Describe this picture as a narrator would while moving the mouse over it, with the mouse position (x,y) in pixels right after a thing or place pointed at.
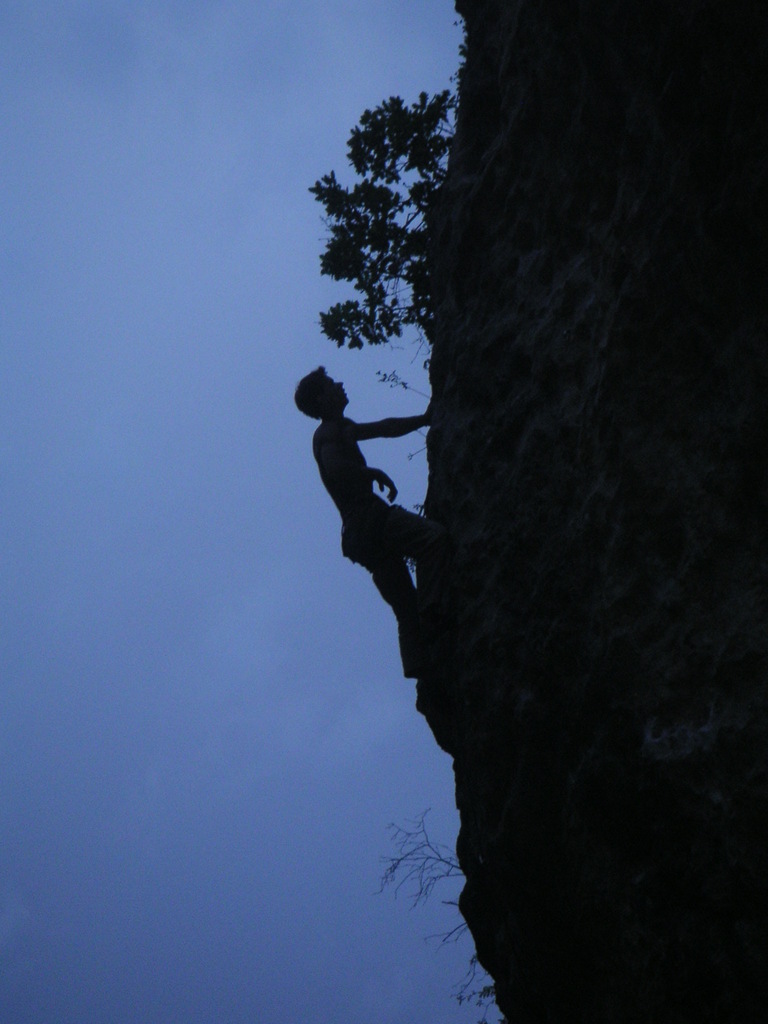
In this image we can see a man (405,549) is climbing on mountain (600,391) and plants (390,240) are available.
